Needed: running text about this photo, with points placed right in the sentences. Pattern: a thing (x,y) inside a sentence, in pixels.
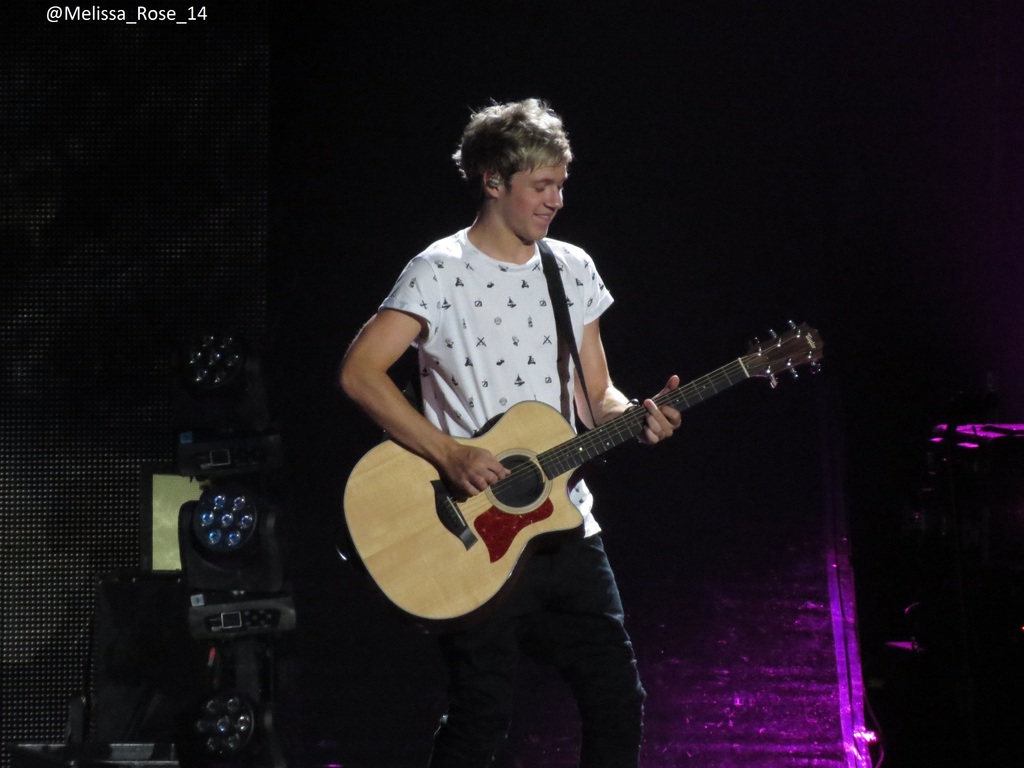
This is a picture of a concert. In the center of the picture (457,282) there is a man (551,360) in white t-shirt (510,343) standing and playing guitar (626,416). On the left (191,477) there are speakers (180,667) and focus light (252,592). Background (737,85) is dark.
